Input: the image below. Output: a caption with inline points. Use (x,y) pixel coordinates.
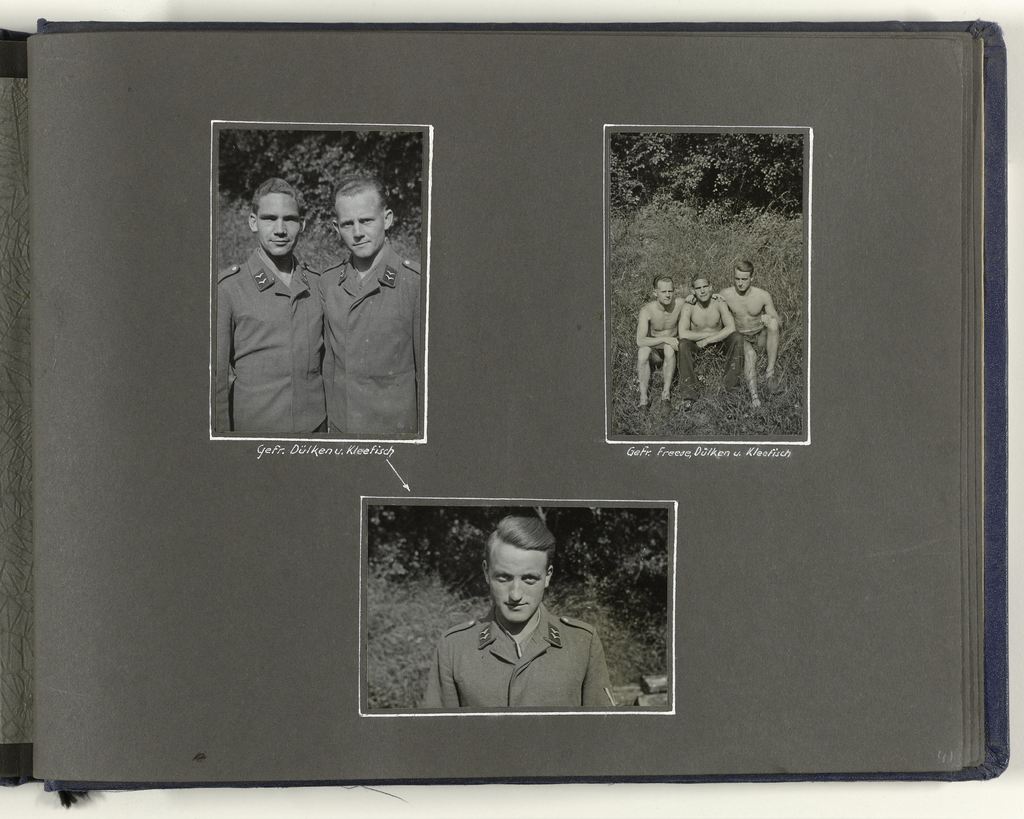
In this image we can see the inside page (537,383) of a book (513,382) on which there are some pictures (334,382) of some persons (362,276).
